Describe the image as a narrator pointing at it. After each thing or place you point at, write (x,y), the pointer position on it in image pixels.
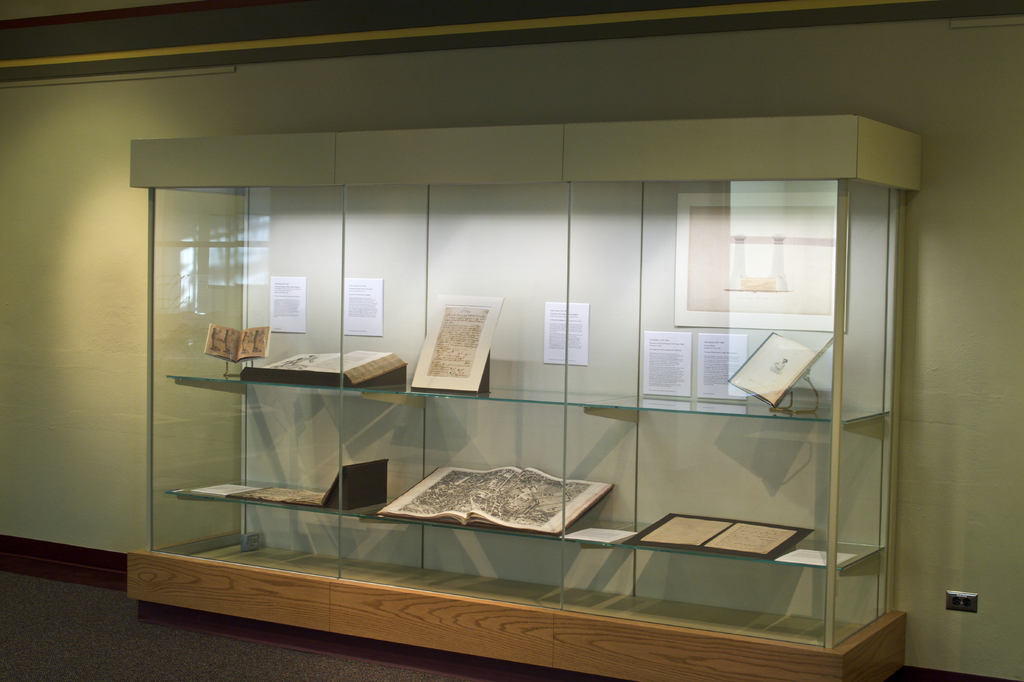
In this image there is a glass cabin (463,433) having few books (499,508) on the shelves (633,404). Few posters (278,281) and a frame (772,298) is attached to the wall (576,255).
